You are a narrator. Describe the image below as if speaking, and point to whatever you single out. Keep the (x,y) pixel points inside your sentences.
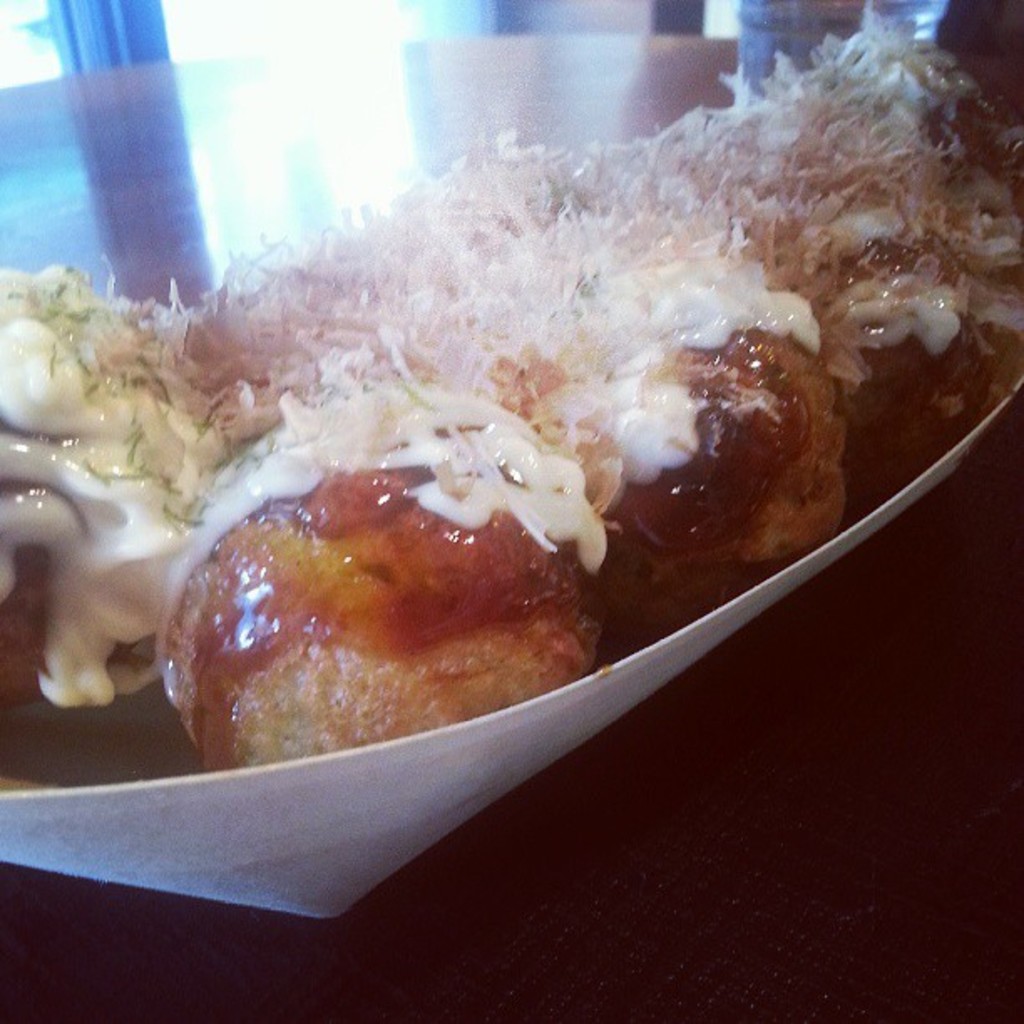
This image is taken indoors. At the bottom of the image (703,850) there is a table (740,798) with a plate (54,785) on it. On the plate (137,744) there is a food item (831,299).
